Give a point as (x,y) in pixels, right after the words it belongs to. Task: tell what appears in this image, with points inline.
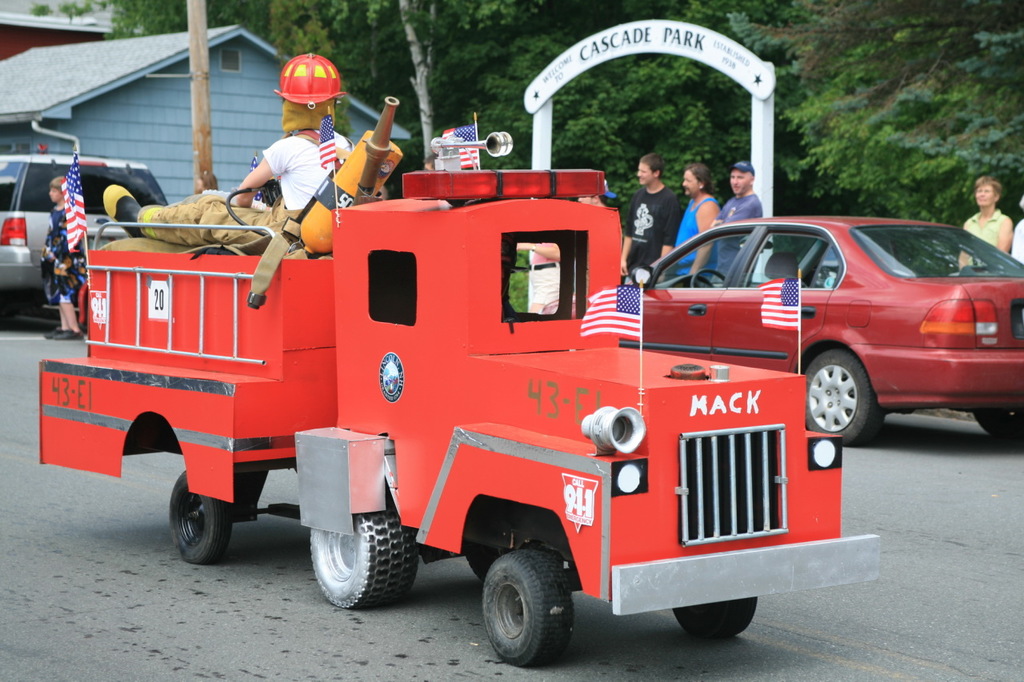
In this picture I can observe red color vehicles (412,319) on the road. In the background (676,206) there are some people (676,206) and I can observe some trees (481,71).
